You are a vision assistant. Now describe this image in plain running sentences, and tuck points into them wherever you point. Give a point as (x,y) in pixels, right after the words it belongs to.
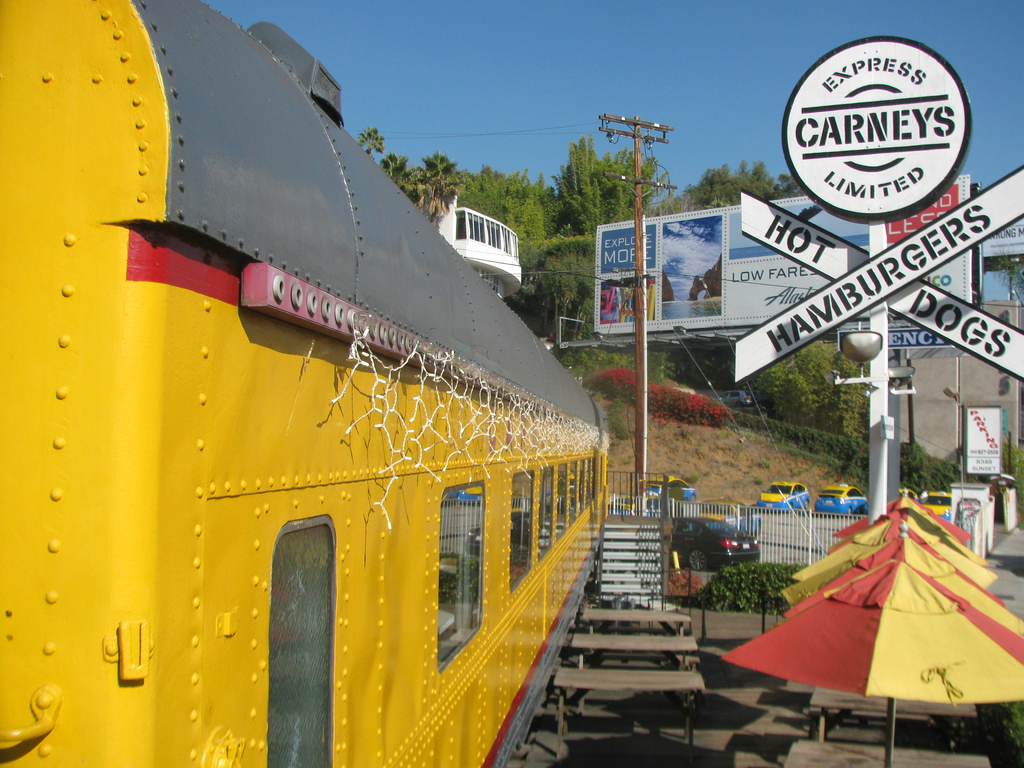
In this image I can see mobile canteen (297,492), benches (646,686), steps (628,576), umbrellas (879,579), plants (736,584), railing (810,529), vehicles (694,524), pole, boards (841,201), hoarding (959,264), building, trees (617,180), sky (693,55) and objects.
